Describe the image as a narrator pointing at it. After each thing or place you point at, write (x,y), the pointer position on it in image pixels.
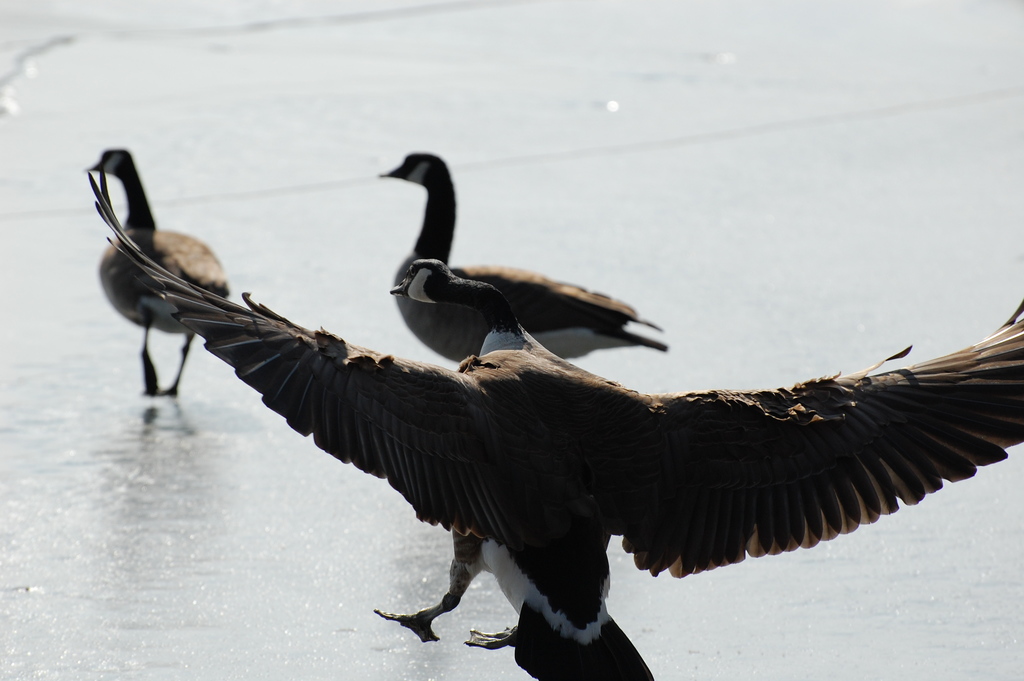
In this image there are two birds (475,270) on the ground (337,241). On the foreground (565,409) a bird (529,439) is going to land on the ground (448,629).
